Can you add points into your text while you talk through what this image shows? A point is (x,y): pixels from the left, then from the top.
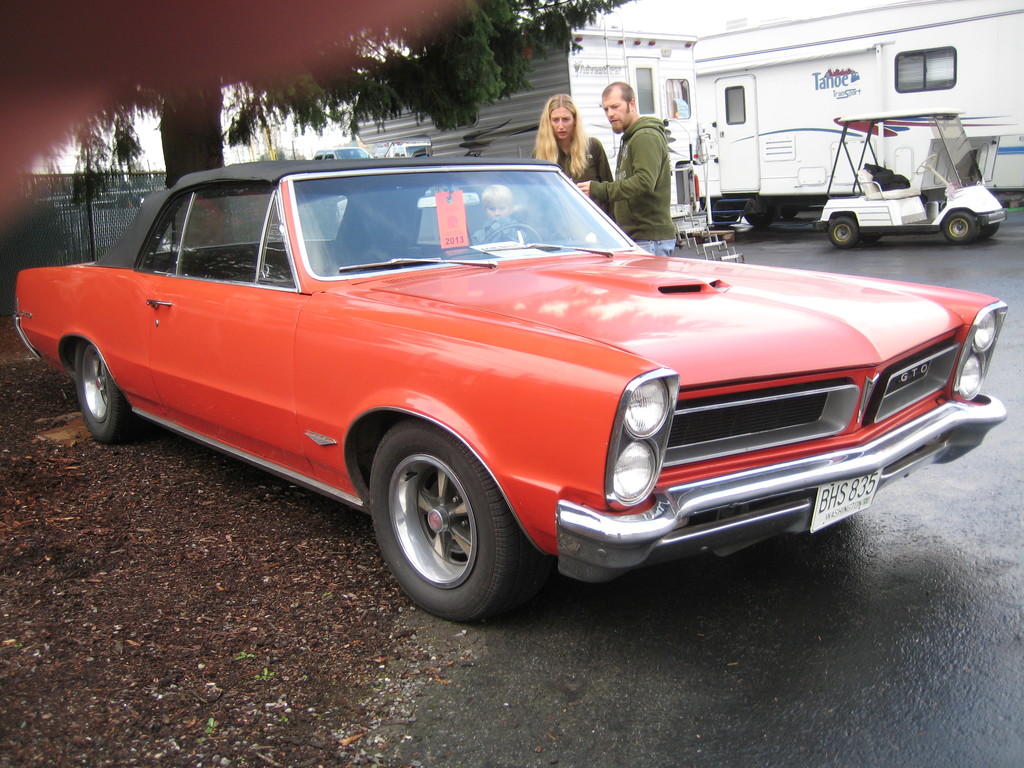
In the center of the image (493,403) we can see one car (509,494) and a few people (584,182) are standing. In the background (690,36), we can see a few vehicles (812,176) on the road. And we can see one tree (193,59), fence (113,197) and a few other objects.
